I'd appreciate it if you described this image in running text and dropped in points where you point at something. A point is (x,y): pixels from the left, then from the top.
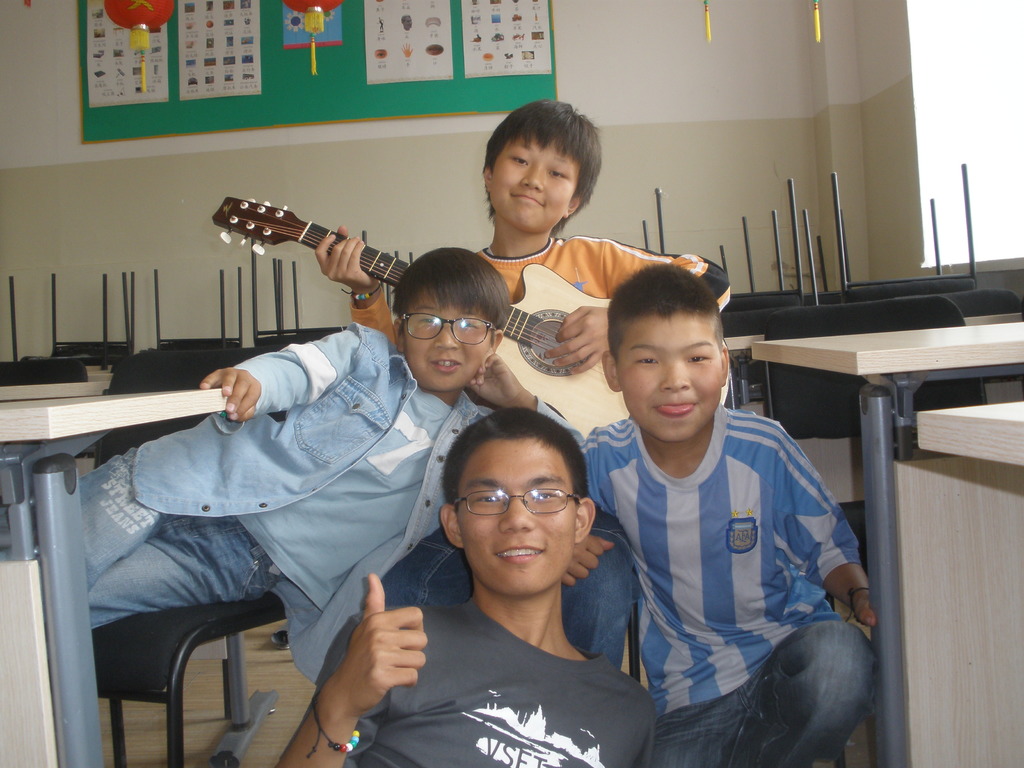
In the image we can see there are people (474,669) who are sitting on floor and at the back (618,262) there is a man (516,250) who is holding guitar (533,315) in his hand (584,331).
